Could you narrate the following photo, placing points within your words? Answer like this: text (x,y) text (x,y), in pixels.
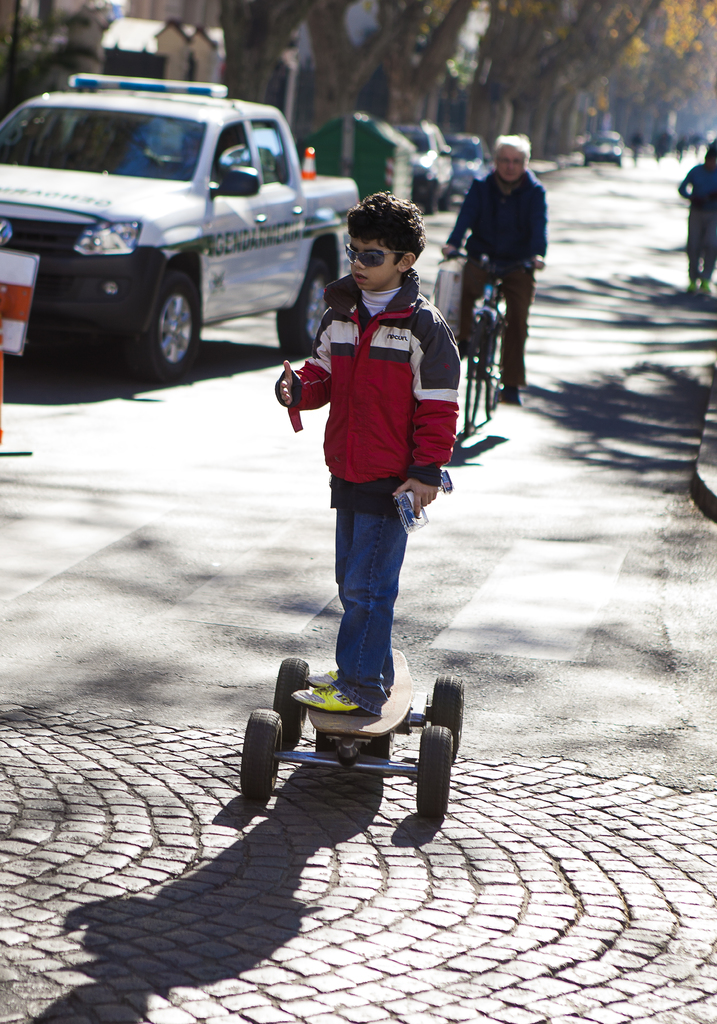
This boy (392,428) is highlighted in this picture. This boy (385,516) is riding a skateboard (270,745) on road (598,831). This man (520,281) is riding a bicycle (486,316). Vehicles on road (166,429). Far there are number of trees (285,38) and buildings (204,57).
